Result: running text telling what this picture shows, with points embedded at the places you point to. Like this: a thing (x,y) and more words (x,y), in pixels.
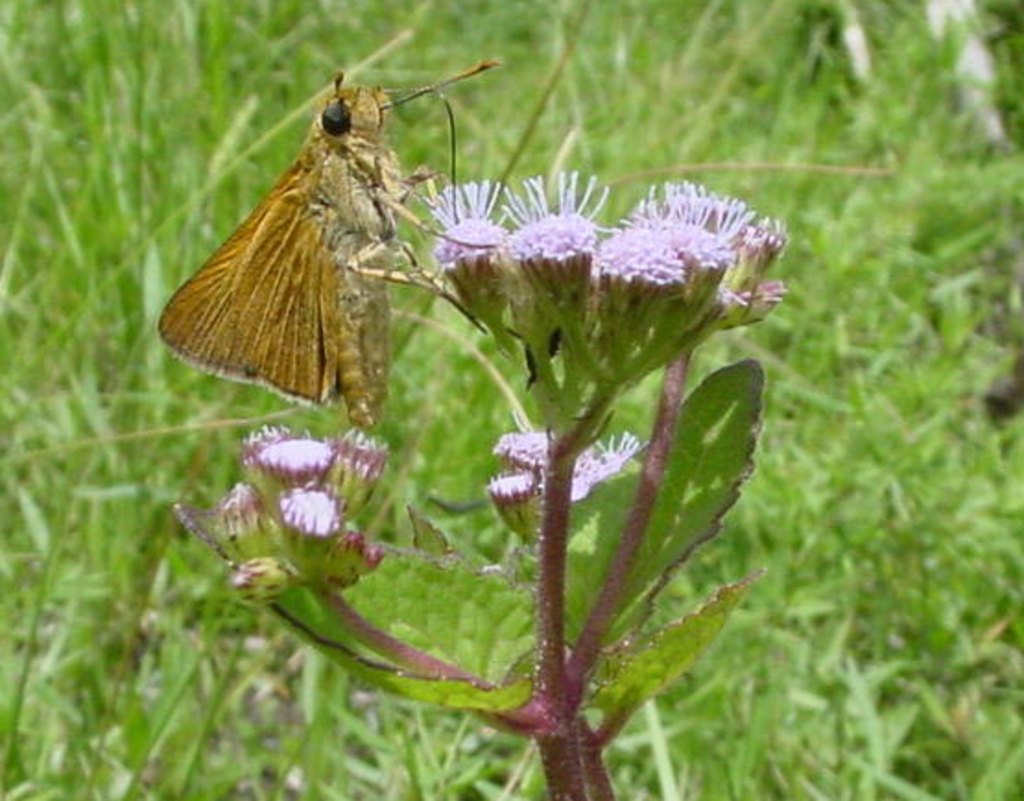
In this image we can see a butterfly (345,273) on the flower (545,254). In the background (881,490) there is grass (867,337).
